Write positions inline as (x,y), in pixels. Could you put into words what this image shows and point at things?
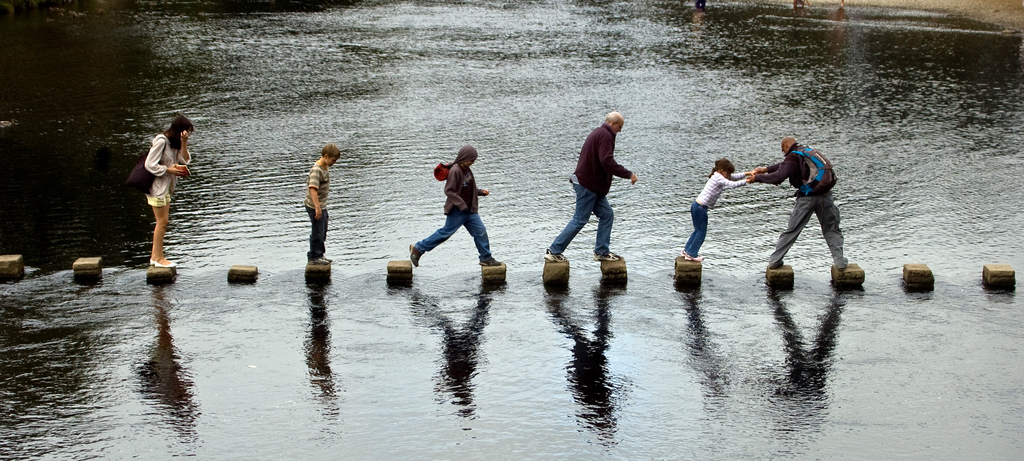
At the center of the image (477,240) there are few persons (699,231) crossing the water (346,272) with the help of the bricks (489,267) arranged in the middle of the water (705,273).
